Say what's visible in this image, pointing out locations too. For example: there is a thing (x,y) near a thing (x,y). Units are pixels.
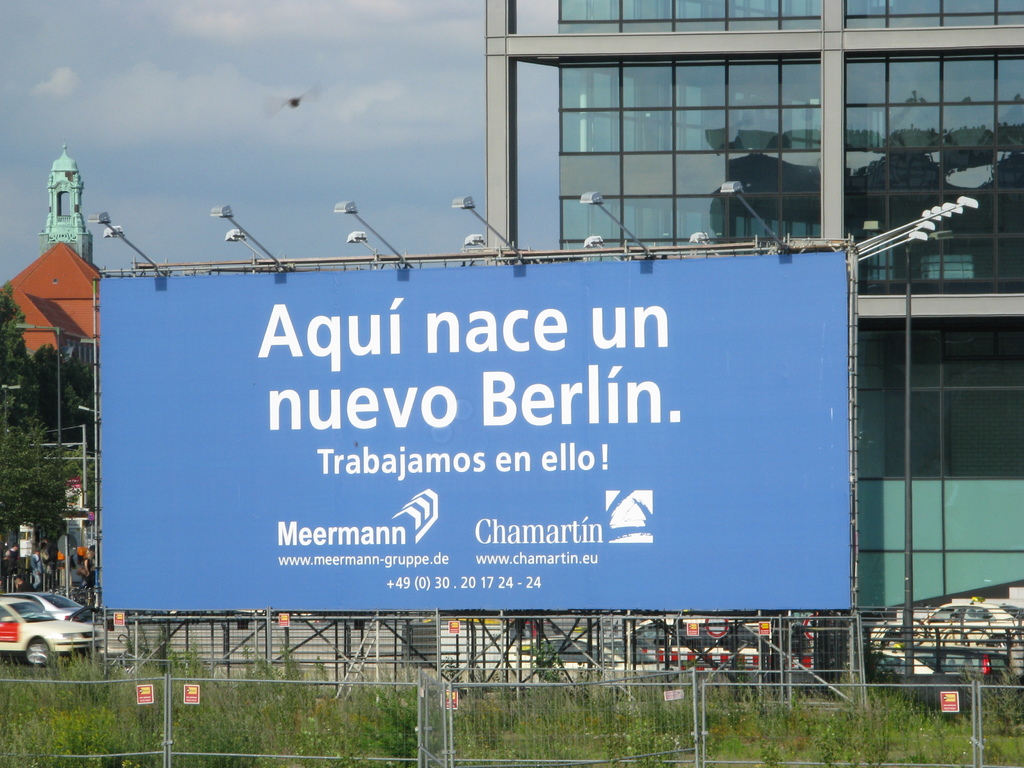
In this picture we can see posts (980,692), fences (333,759), plants (546,696), hoarding (492,507), lights (130,245), buildings (74,261), vehicles (46,609), trees (50,420), street light poles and in the background (222,138) we can see the sky (222,138) with clouds (201,95).
